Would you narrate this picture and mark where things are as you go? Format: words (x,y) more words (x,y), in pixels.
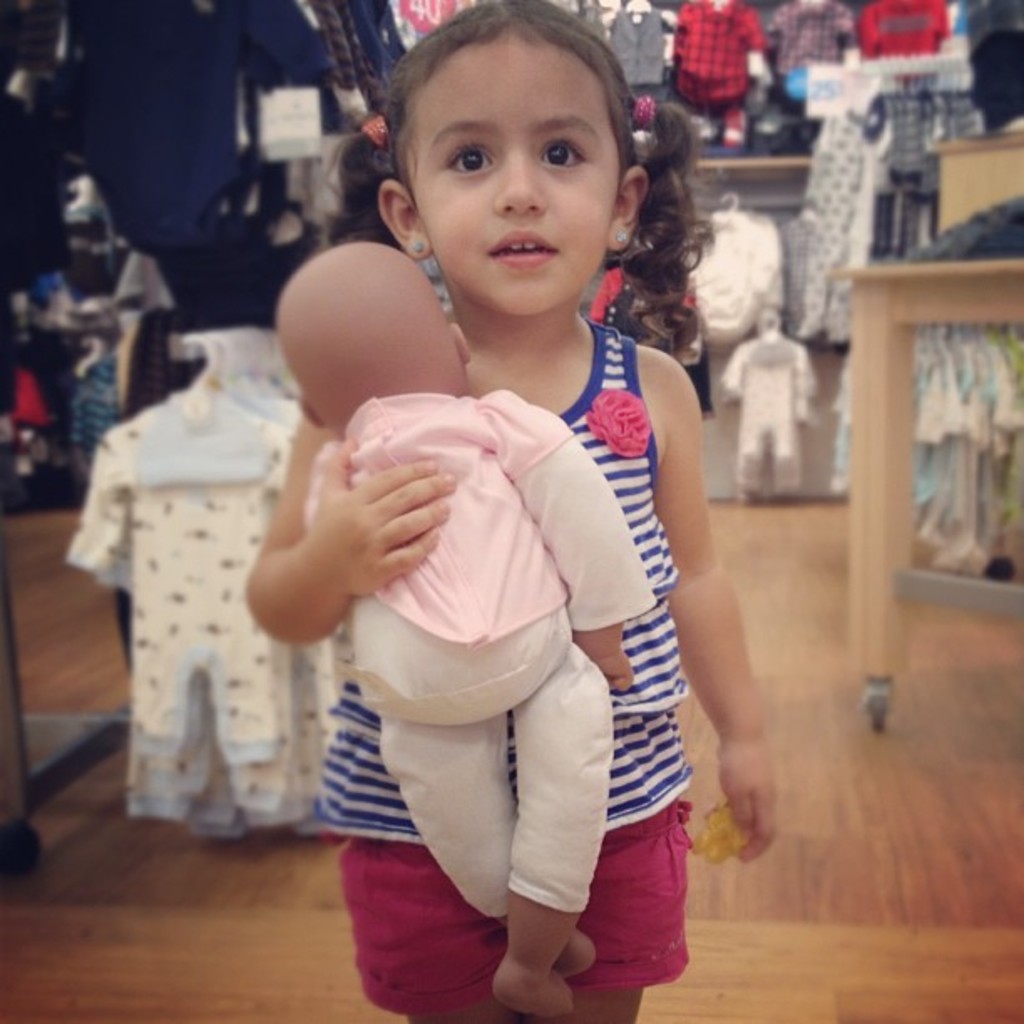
This picture seems to be clicked inside the hall (699,888). In the foreground (537,389) we can see a girl (630,350) wearing t-shirt (613,434), holding a toy (572,511) and standing. In the background (834,322) we can see the clothes (834,322) and we can see the tables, hangers (204,381) and many other objects (19,702).
